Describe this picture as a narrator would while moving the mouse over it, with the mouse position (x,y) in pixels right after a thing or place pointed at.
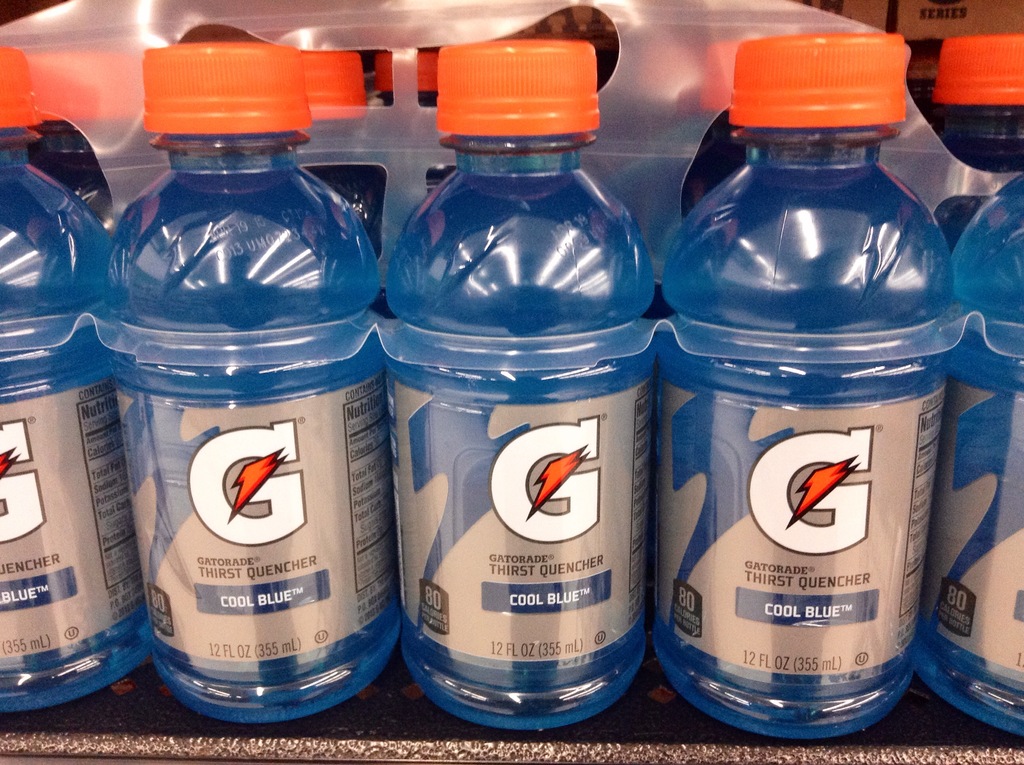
In this image we can see blue color bottles (428,449) with orange lids (570,104).
